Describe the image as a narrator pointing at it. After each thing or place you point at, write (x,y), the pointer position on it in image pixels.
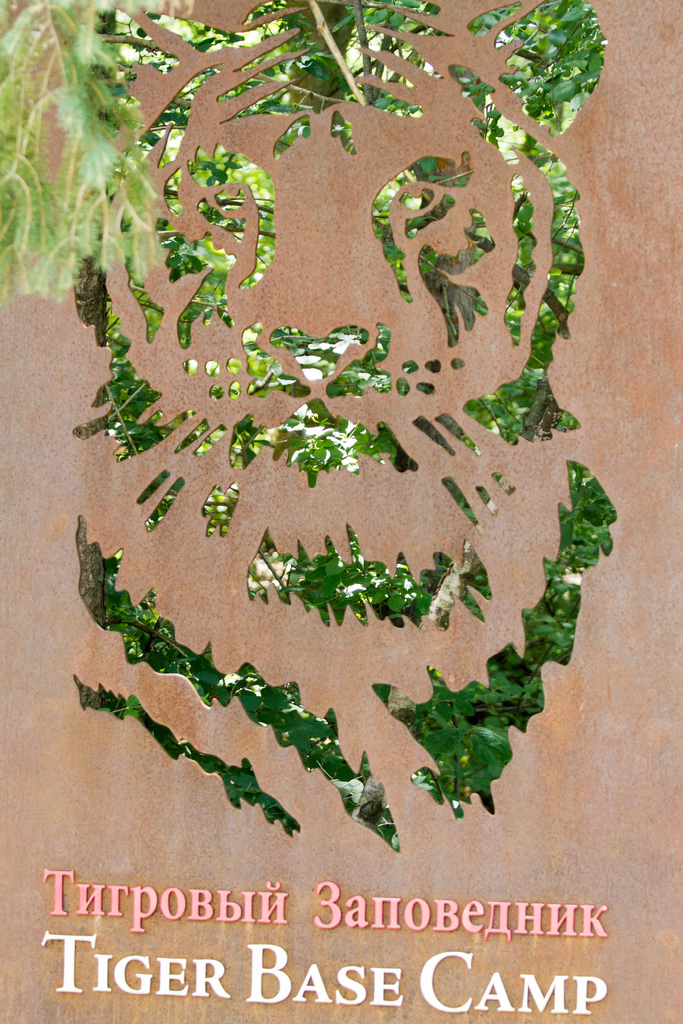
In this image we can see a poster (177,403) where we can see the picture of an animal (332,415) is made using green leaves (548,565) and some text (69,964) here.
